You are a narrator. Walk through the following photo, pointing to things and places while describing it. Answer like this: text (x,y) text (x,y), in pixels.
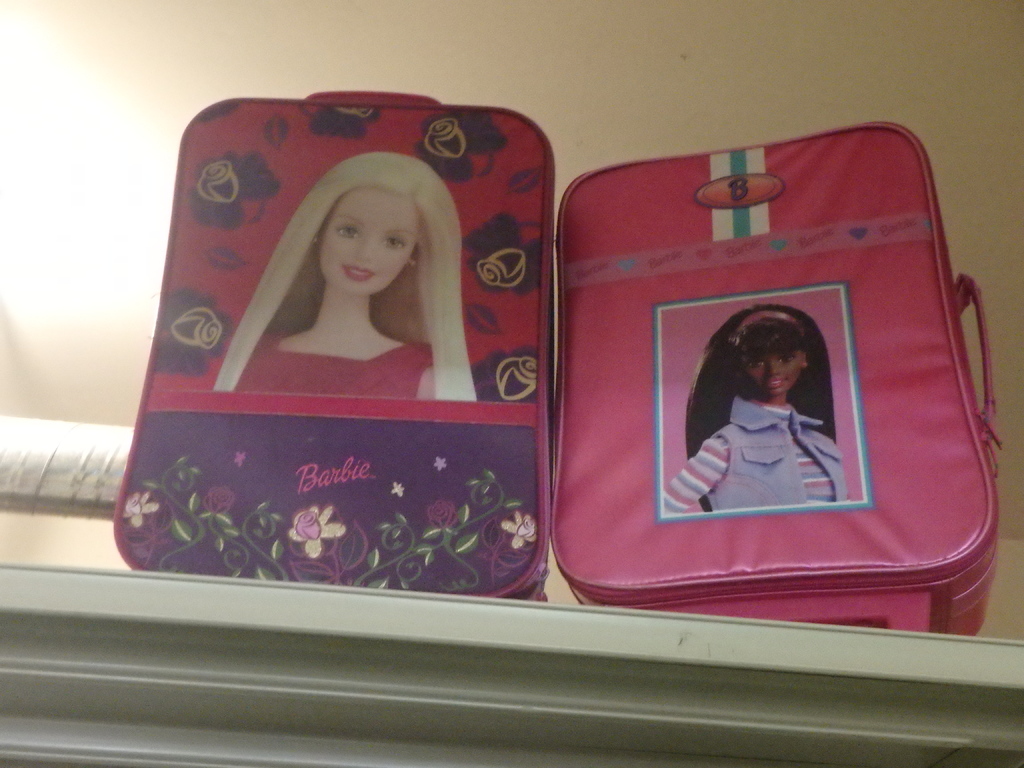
In this image we can see two barbie pouches (396,248) on the counter (592,646). In the background (262,76) we can see the wall (775,82).
